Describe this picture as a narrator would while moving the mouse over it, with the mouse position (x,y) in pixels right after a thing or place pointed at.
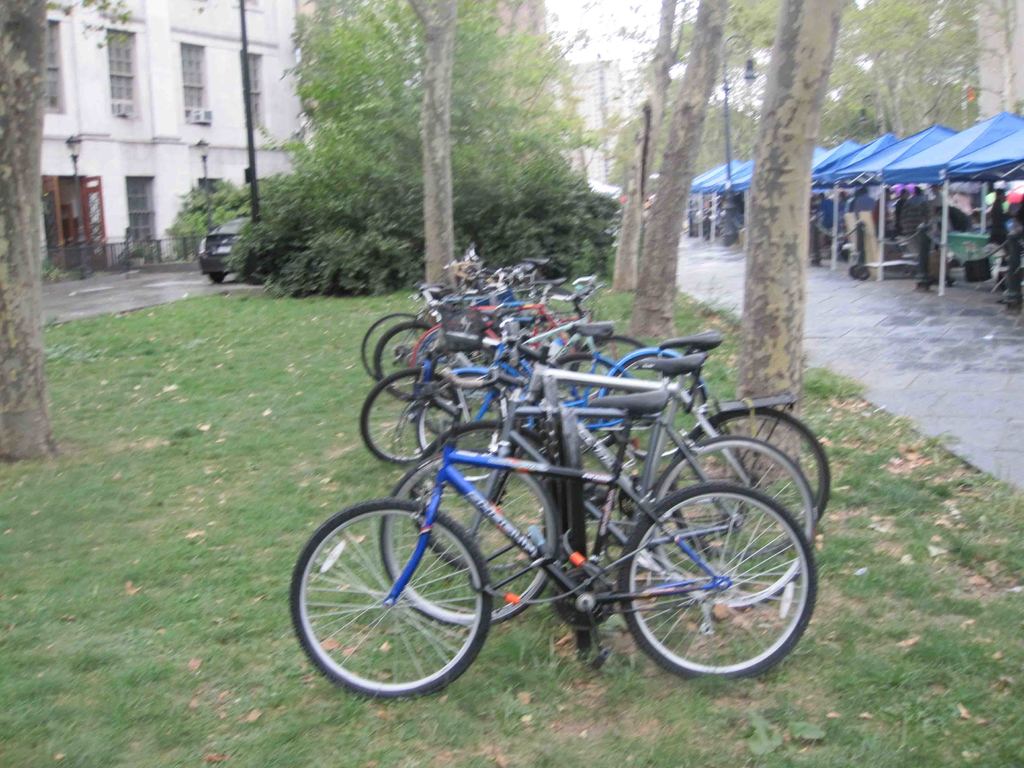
In this picture there are bicycles (461,650) in the middle of the image (429,380). On the right side of the image (812,223) there are group of people (916,225) under the tent (883,178). On the left side (149,45) the image there is a building (149,236) and there is a vehicle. At the back (884,6) there are trees (318,33) and poles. At the bottom (235,581) there is a road (970,466) and there is grass (187,451).
